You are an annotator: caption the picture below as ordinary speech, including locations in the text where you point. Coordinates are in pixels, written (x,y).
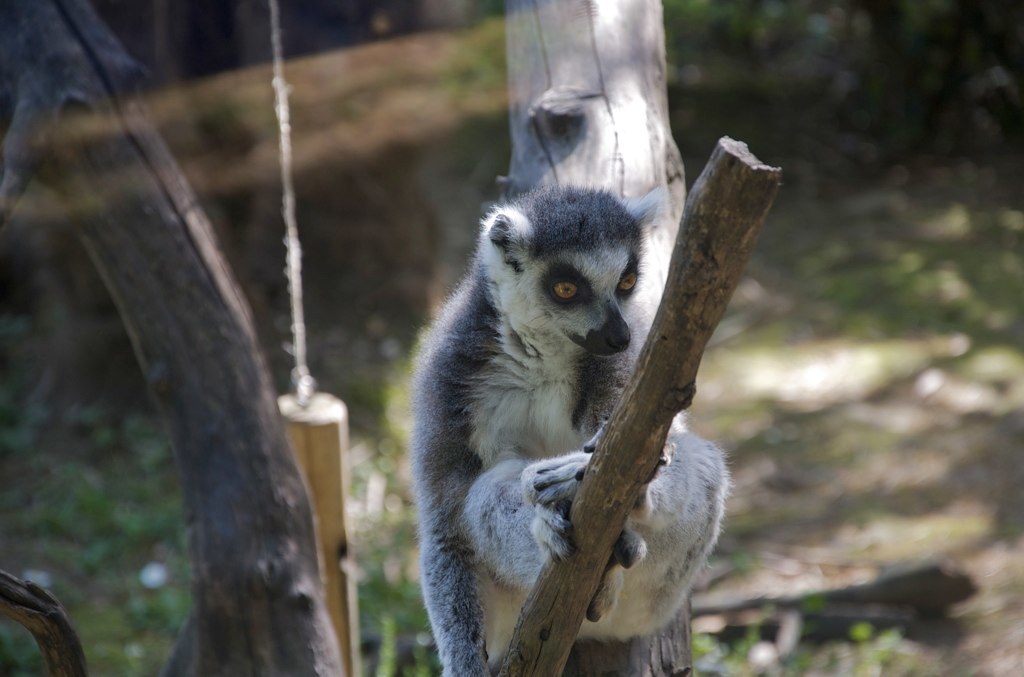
In this picture I can see there is a animal (491,352) sitting on the tree (526,14) and in the backdrop (394,607) there are some plants (770,73) and grass (819,432).
